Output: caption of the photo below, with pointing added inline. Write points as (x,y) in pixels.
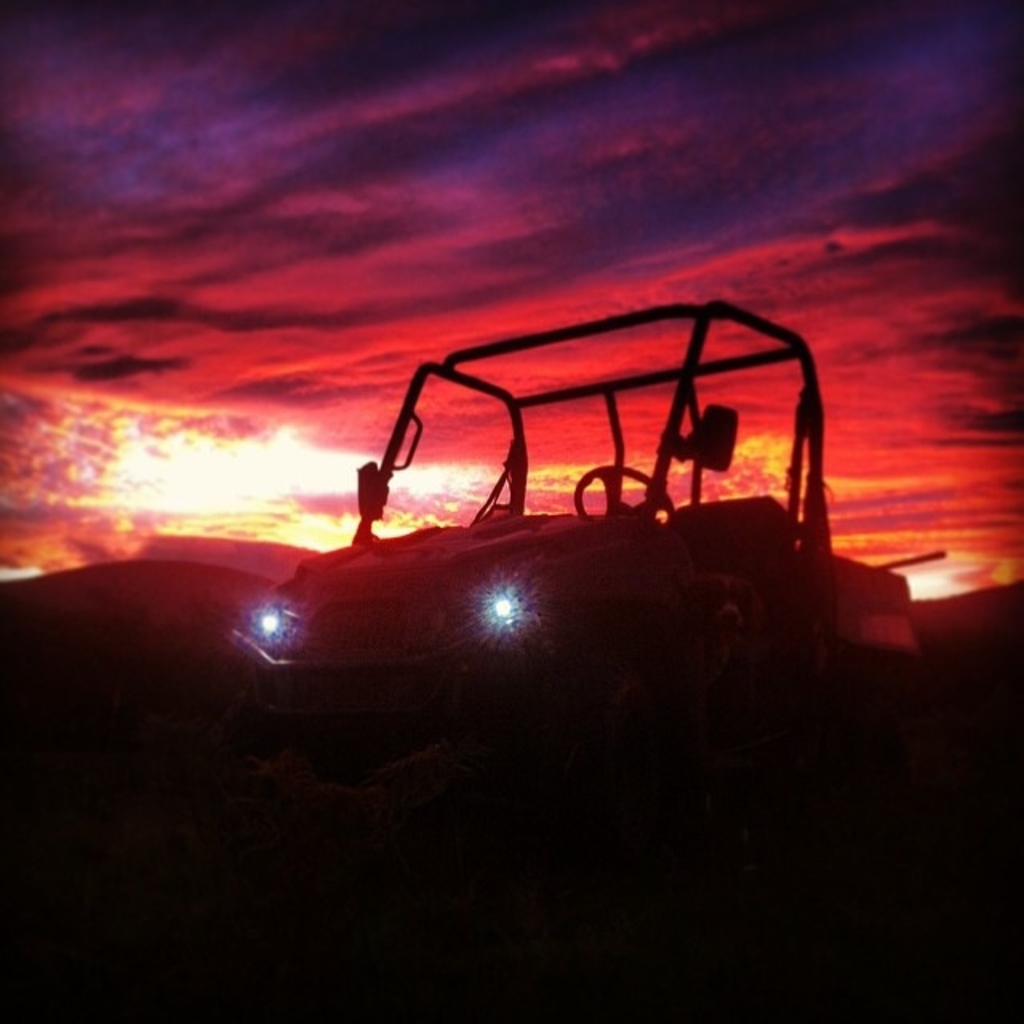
This picture contains the vehicle (447,608). At the bottom of the picture (424,753), it is black in color. In the background (297,438), we see the sky (579,452), which is red in color.
